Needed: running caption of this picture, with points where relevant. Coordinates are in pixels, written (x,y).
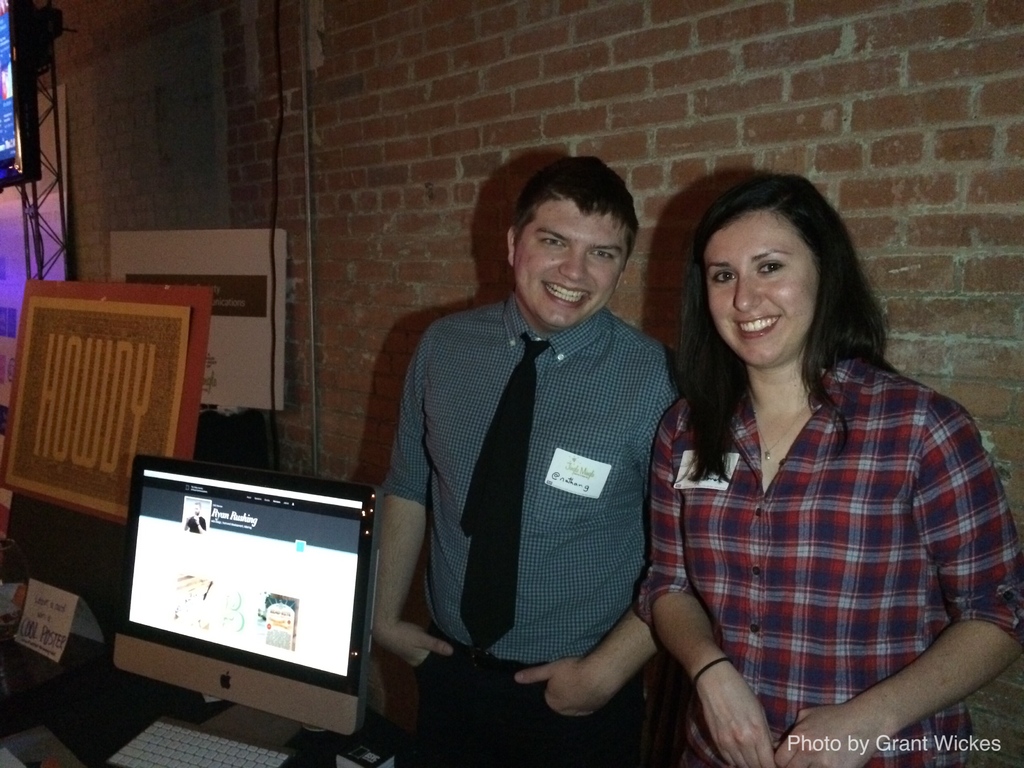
This is an inside view. On the right side (818,538), I can see a woman (784,496) and a man (476,556) are standing, smiling and giving pose for the picture. On the left side (131,713) there is a table (80,704) on which a monitor (224,661), keyboard (160,746), papers (53,641), a board (84,432) and some other objects (35,754) are placed. At the back of these people (589,164) there is a wall (404,106). In the top left (31,106), I can see a screen (12,103) is attached to a metal rod (53,185). In the bottom right (869,748), I can see some text (847,737).
